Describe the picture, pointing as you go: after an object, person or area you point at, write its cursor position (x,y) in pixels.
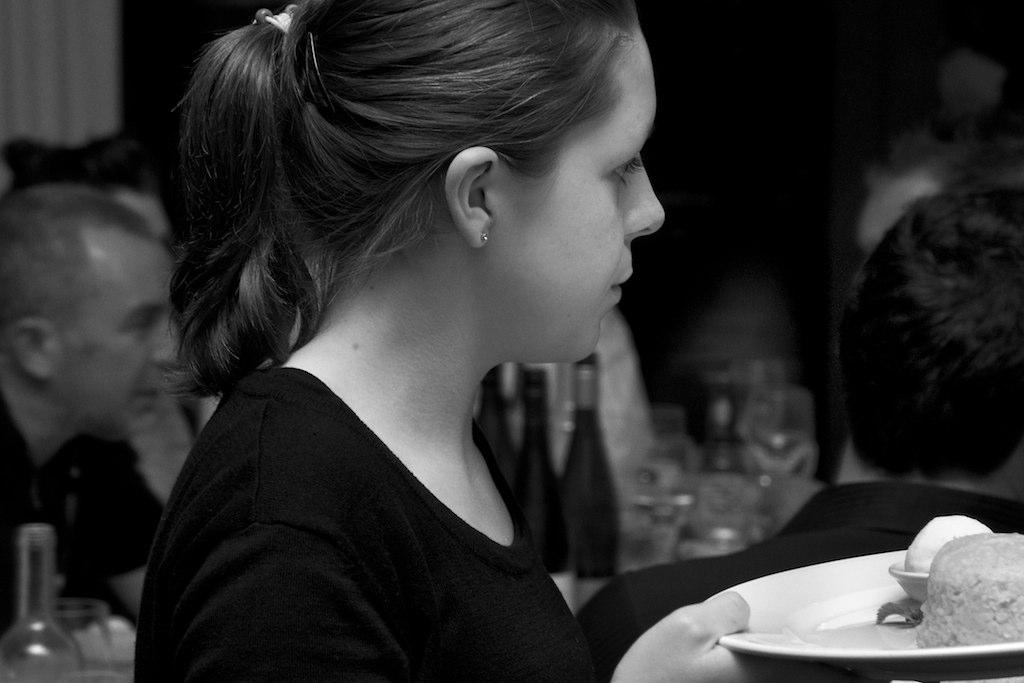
Here in the front (151,663) we can see a woman (159,634) having a plate of food (926,608) in her hand (740,624) and behind her we can see people (610,390) sitting with Bottles (43,541) And glasses (661,512) present.
